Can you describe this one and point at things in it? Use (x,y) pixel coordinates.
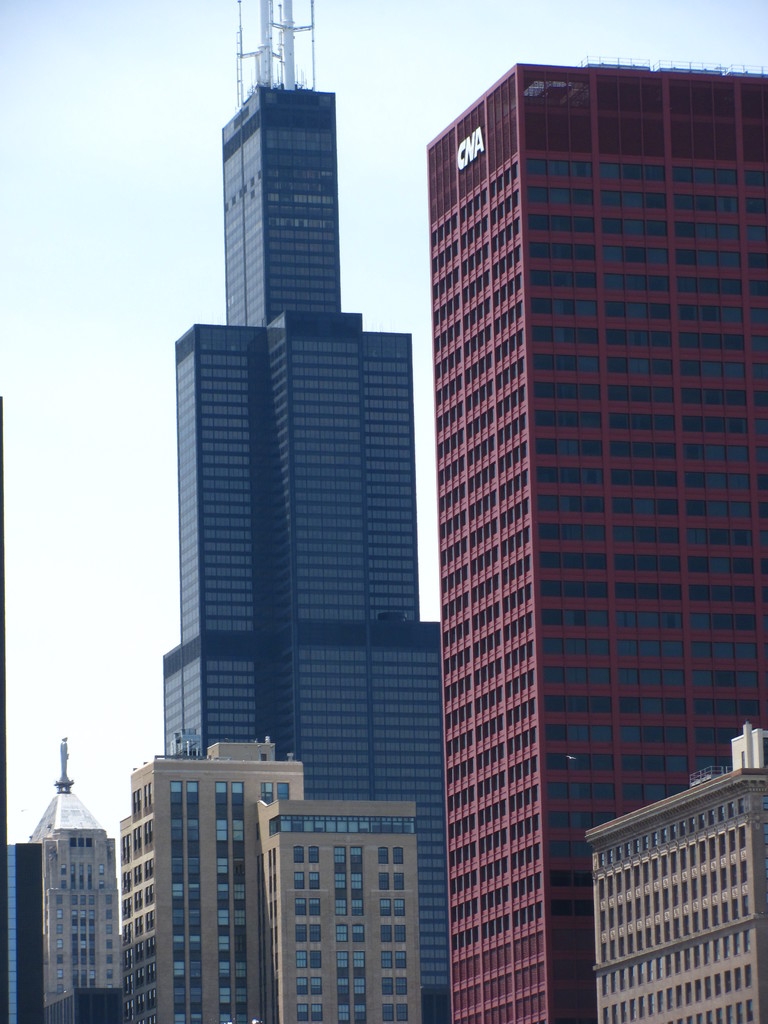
In this image I can see there are very big buildings (328,664), at the top (167,153) it is the sky (167,161).
